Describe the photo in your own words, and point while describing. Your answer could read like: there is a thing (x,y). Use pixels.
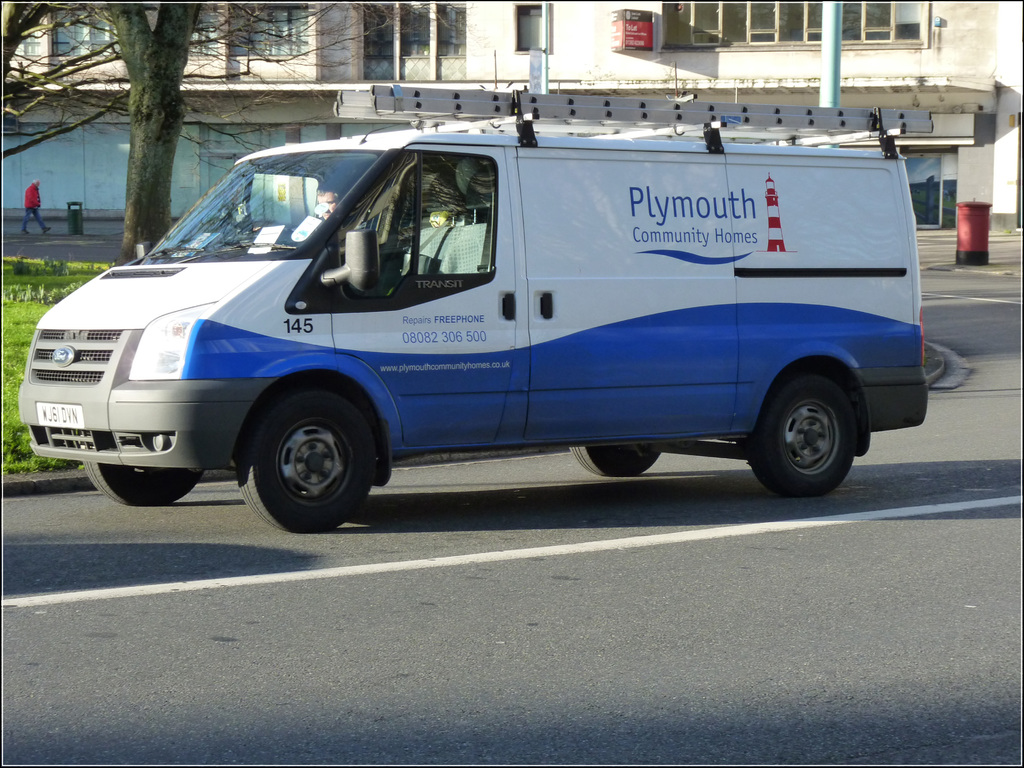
In this image there is a vehicle (292,416) on the road (963,356), beside that there is a grass (13,331), trees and building (1002,226).
